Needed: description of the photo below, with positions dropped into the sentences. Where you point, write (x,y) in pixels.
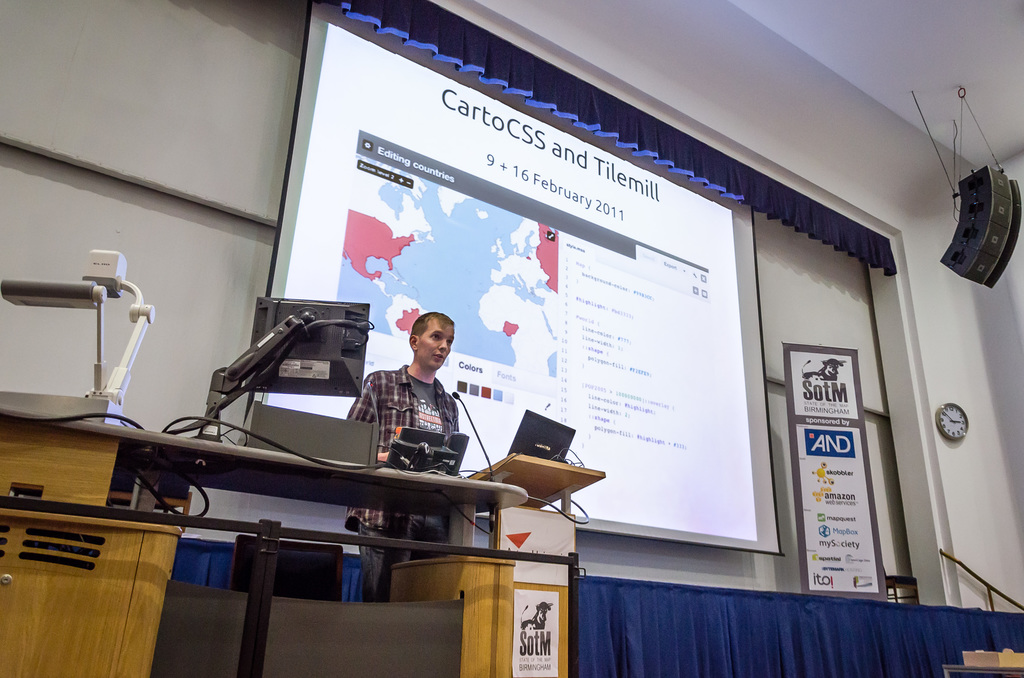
In this image in front (227,445) there is a table (89,469). On top of it there is a computer (306,391), laptop (565,445), mic (479,430) and a few other objects (424,445). In front of the table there is a person (428,389). Behind him there is a table (780,623). On top of it there is a blue color cloth (807,633). In the center of the image (375,226) there is a screen (687,271). Beside the screen (753,487) there is a board (818,519). There is a clock (943,434) on the wall (971,461). On top of the image (1005,220) there is some object (964,185) hanged to the ceiling (945,107).
